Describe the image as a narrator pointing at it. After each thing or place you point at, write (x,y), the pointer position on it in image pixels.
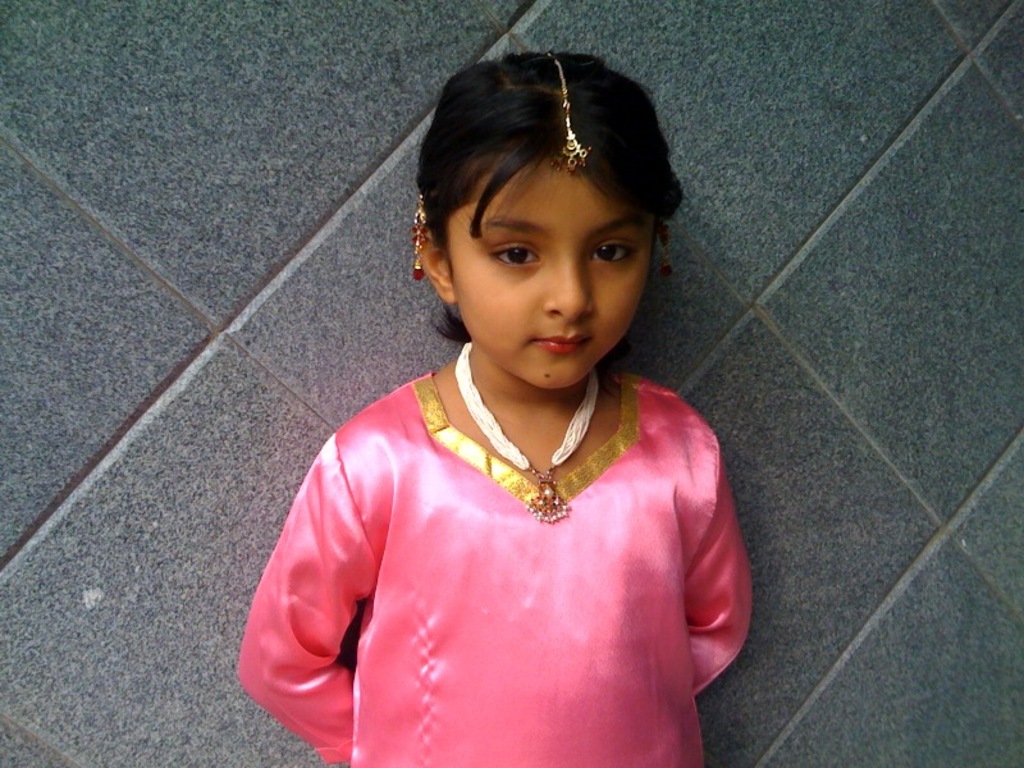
In the picture there is a girl (466,278) standing in front of a wall (146,82) and she is also wearing jewelry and she is wearing a pink dress (619,497).
